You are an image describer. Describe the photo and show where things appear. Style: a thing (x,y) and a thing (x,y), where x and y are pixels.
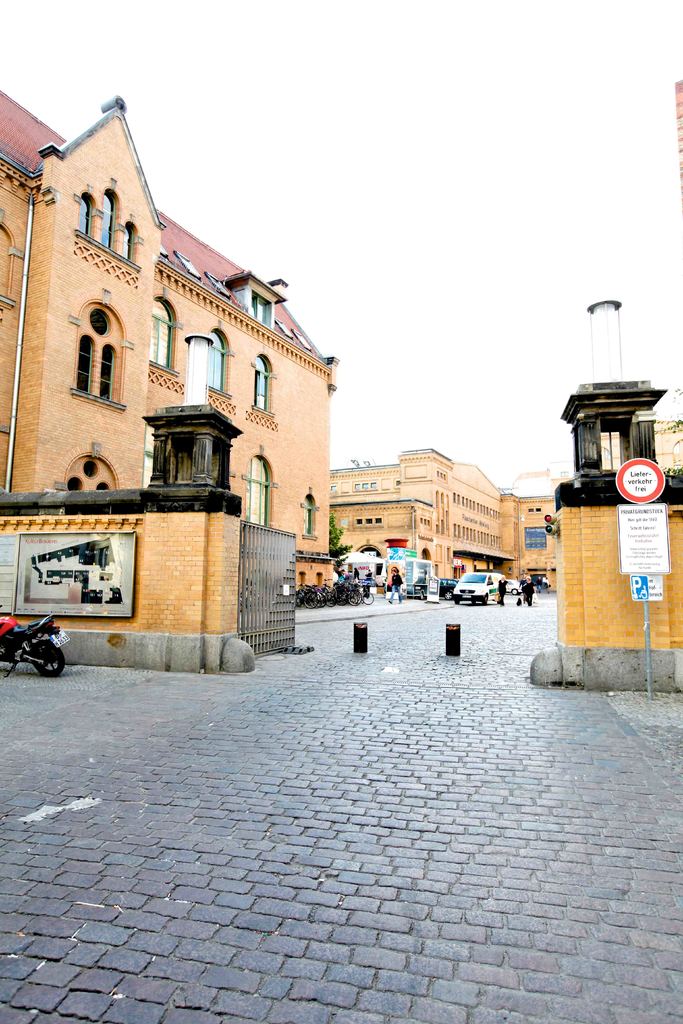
In this image we can see few buildings (450,499), a wall (559,514) with board (14,566) and a gate (268,590), there is a motorbike (45,650) and a pole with boards (644,528) in front of the wall (138,635), few vehicles (486,584) and few persons (395,591) on the road (447,677) and the sky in the background (492,156).
